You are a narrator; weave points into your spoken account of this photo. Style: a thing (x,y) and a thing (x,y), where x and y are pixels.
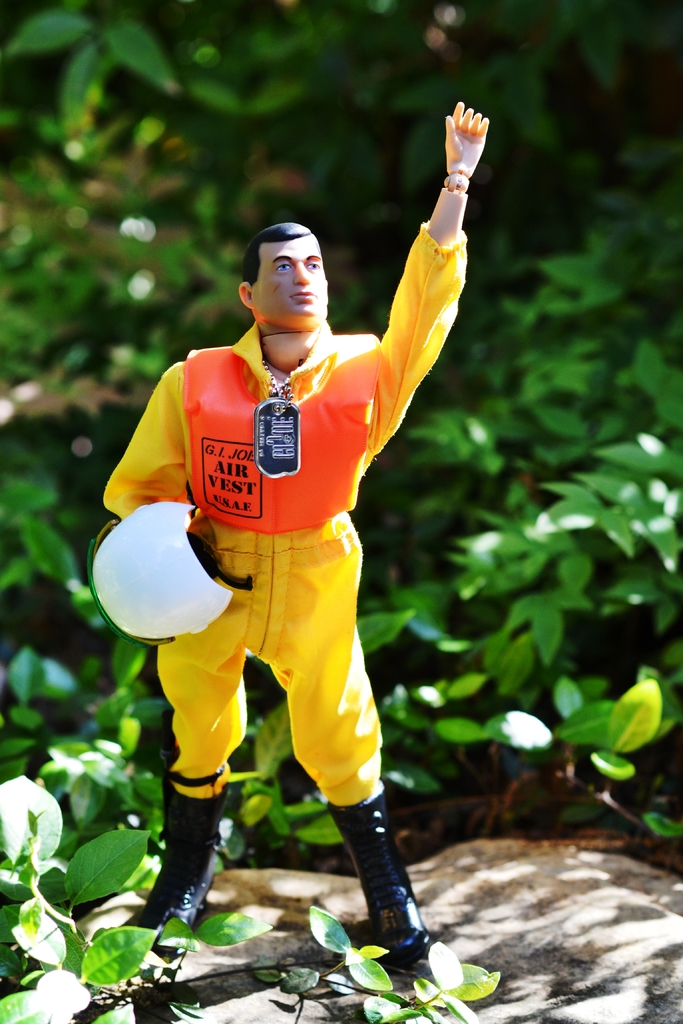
Here we can see a toy (345,484). This toy (303,614) is raising his hand (448,170) and holding a helmet (184,565) with another hand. Background (64,307) it is blurry and we can see leaves (532,520).
